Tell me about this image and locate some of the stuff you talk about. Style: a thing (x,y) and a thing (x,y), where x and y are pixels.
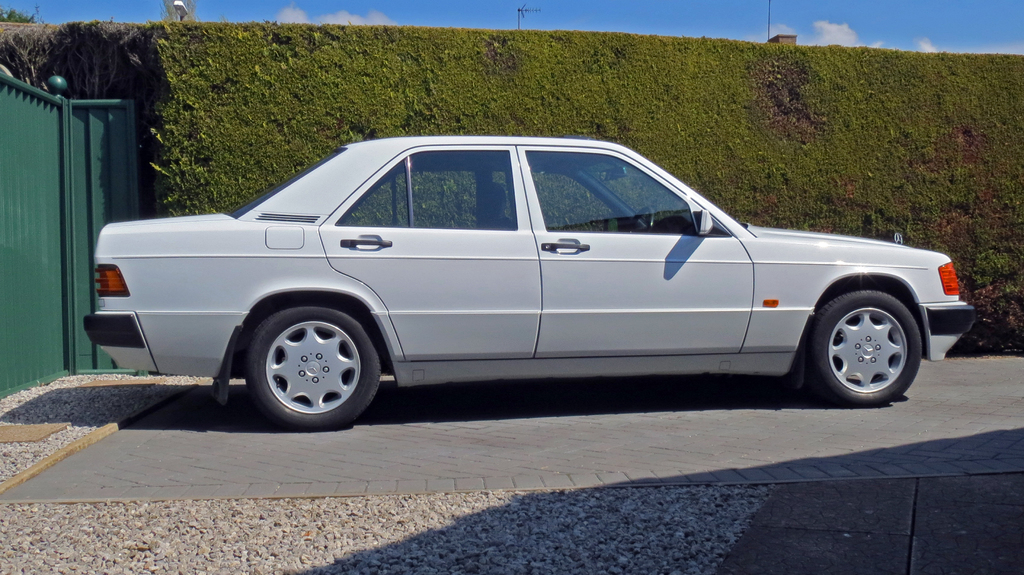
In the picture I can see a car (570,288) which is in white color and there is a green fence (78,195) in the left corner (42,207) and there is greenery (309,92) beside the car (663,305) and there are some other objects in the background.
